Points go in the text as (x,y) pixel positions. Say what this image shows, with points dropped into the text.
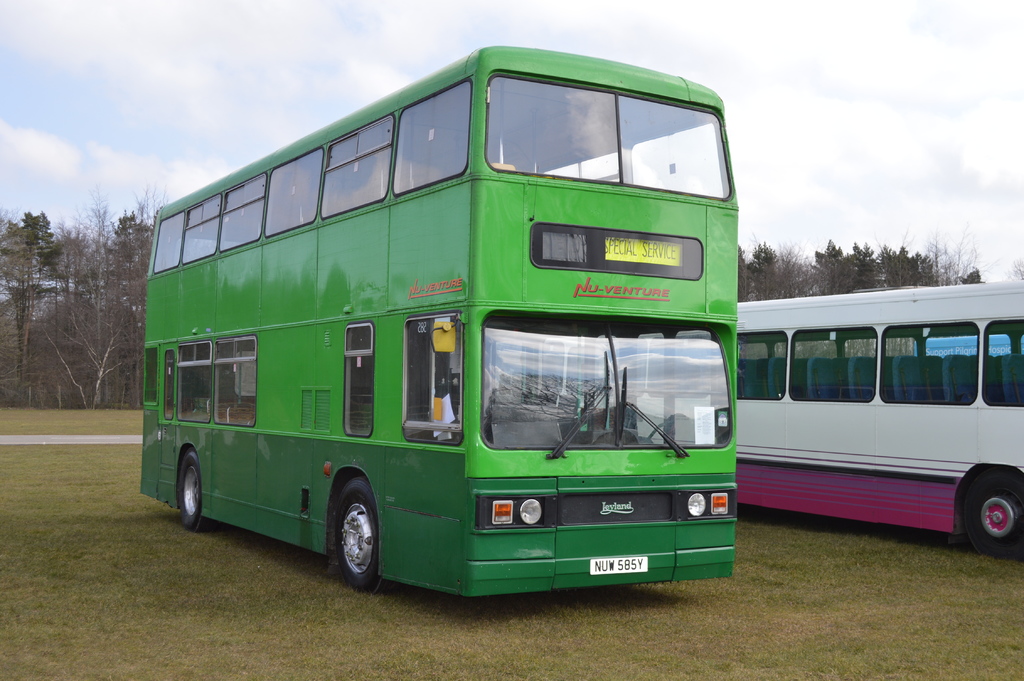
In this image I can see a green color double Decker bus (282,324), at the top (216,104) I can see the sky (913,94) and in the middle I can see trees (929,282) and on the right side (975,311) I can see a white color bus (950,459) visible on the ground (661,652).
